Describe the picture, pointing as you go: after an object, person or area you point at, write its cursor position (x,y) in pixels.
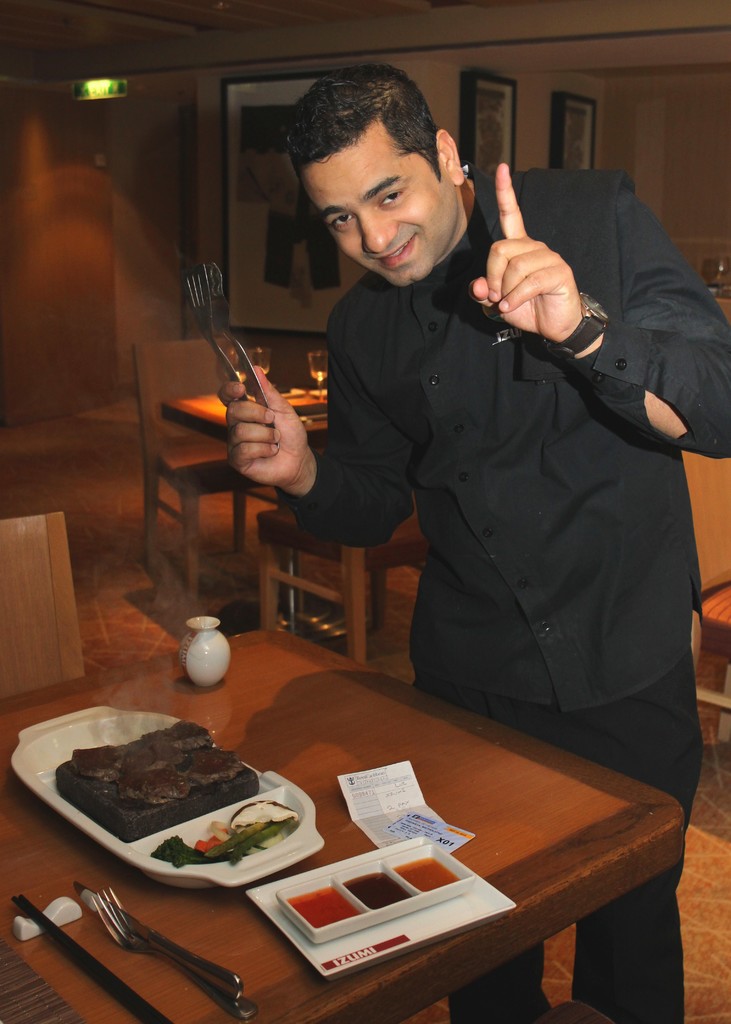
In this picture we can see a waiter (475,487) wearing black shirt (586,559) and black pant (650,759) is smiling and giving the pose into the camera, In front (256,673) we can see the beautiful wooden dining table (248,679) on which a food (172,795) in the platter (180,872) and some green leafy leaves (236,853) are seen and three different sauce (370,888) in the plate (321,933), Behind we can the photo frames (248,180) on the wall (106,126) and exit caution board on the roof (135,62).
